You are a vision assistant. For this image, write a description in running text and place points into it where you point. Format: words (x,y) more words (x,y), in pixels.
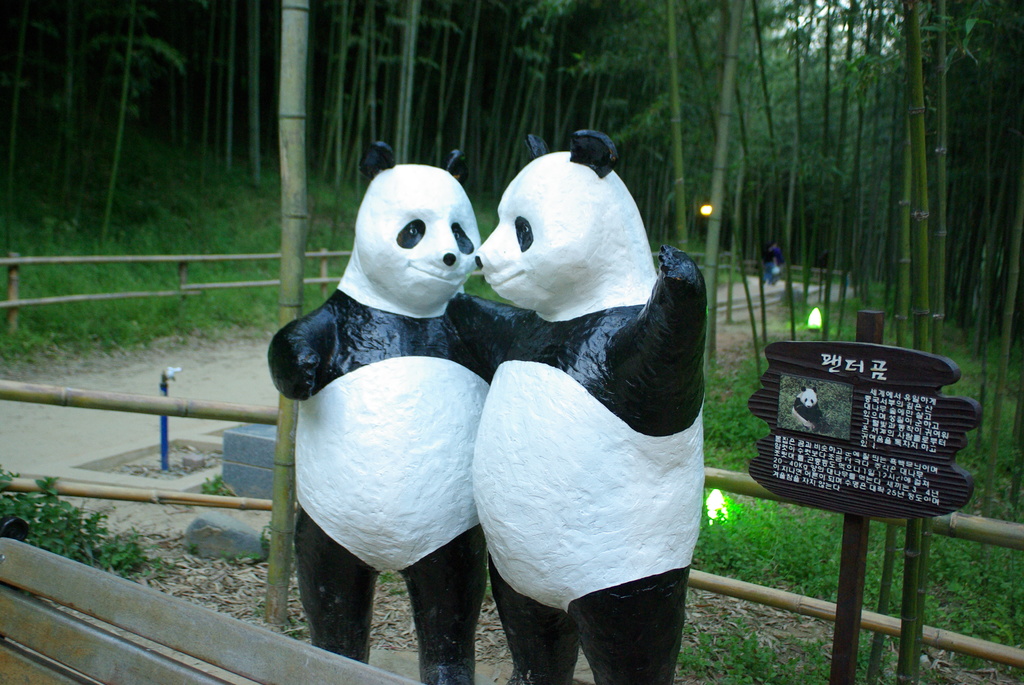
In the middle of the image (491,236) we can see two statues (380,225). Behind the statues (526,315) there is fencing (238,288). Behind the fencing (238,288) there are some trees (49,98), grass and two persons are walking. In the bottom right corner of the image (909,480) there is a pole (859,328) and sign board (794,356).
